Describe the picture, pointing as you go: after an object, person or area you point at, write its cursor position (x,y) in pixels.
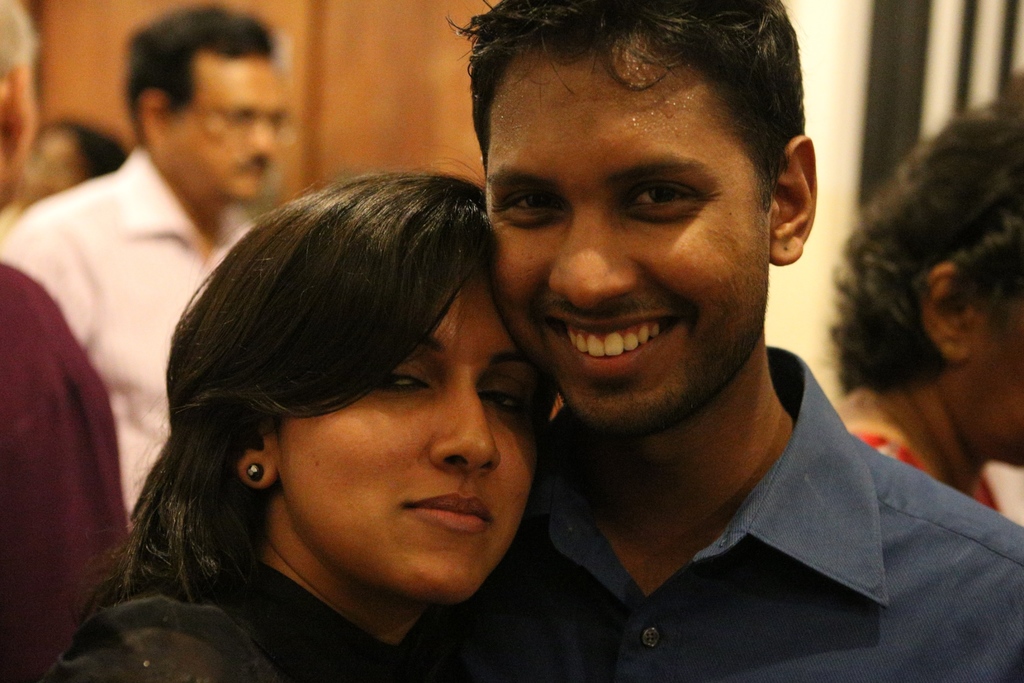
In the image there are two people (414,406) in the foreground (417,500) they are posing for the photo and behind them there are other people (900,343).
